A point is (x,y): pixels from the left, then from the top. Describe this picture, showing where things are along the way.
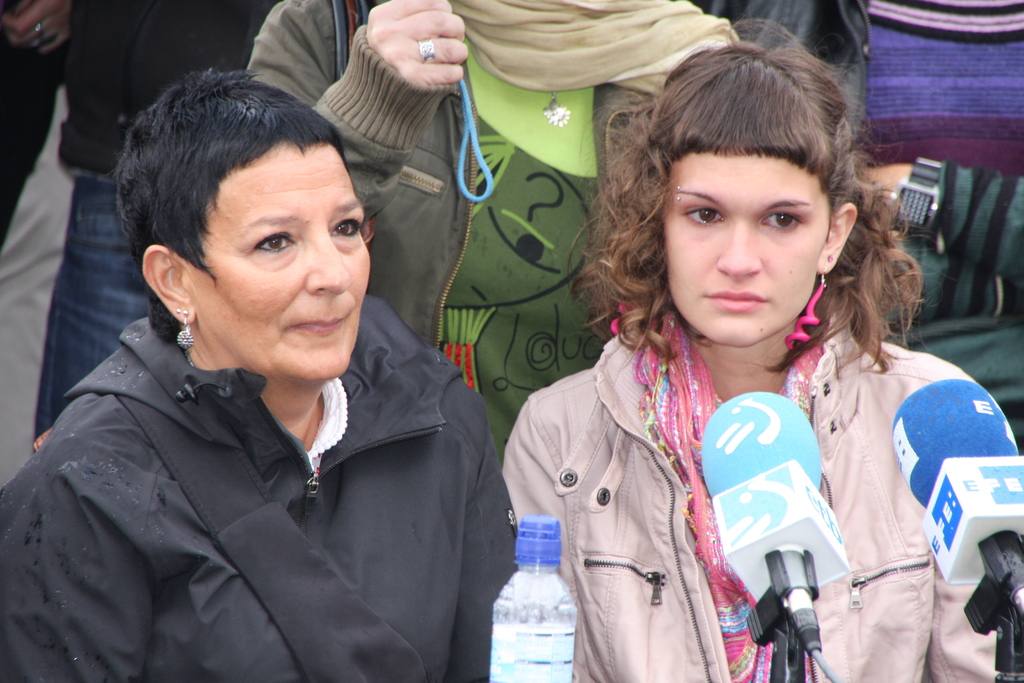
In this image I can see few people (305,183) and in the front of them I can see a bottle (520,541) and two mics (766,510).
